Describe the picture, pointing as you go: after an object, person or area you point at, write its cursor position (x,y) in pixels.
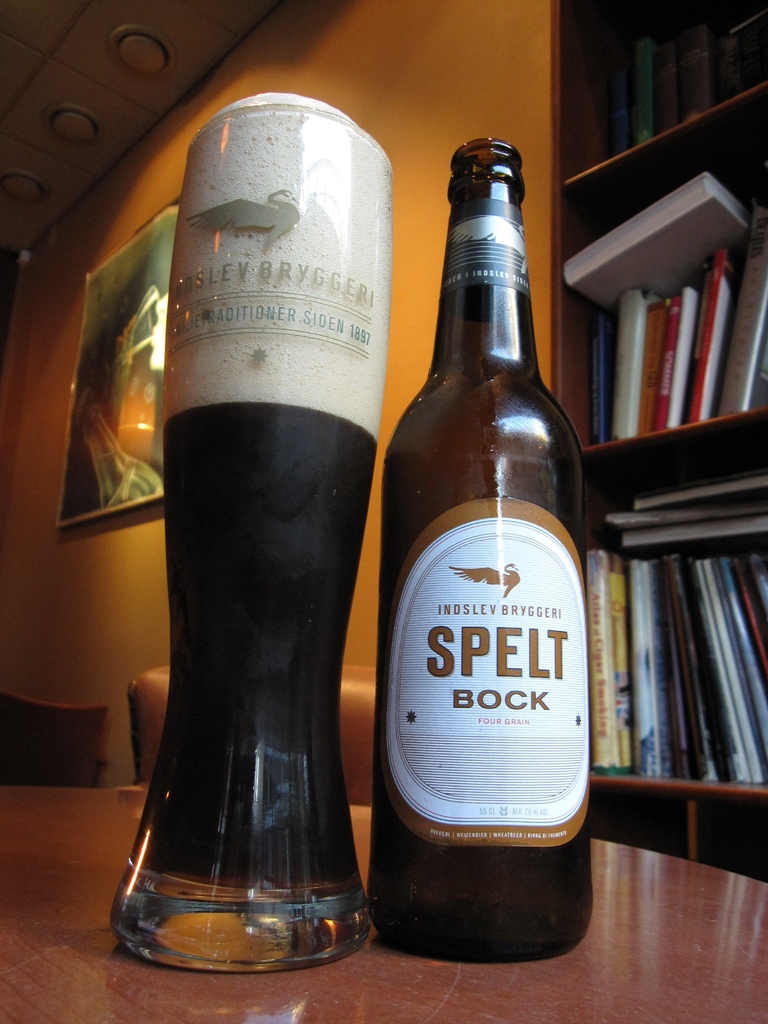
In this picture I can see the glass (314,513). I can see alcohol bottle (466,631) on the table (391,956). I can see a number of books (681,507) on the rack (594,233). I can see the photo frame (119,411) on the wall (110,693). I can see sitting chairs (145,713).
